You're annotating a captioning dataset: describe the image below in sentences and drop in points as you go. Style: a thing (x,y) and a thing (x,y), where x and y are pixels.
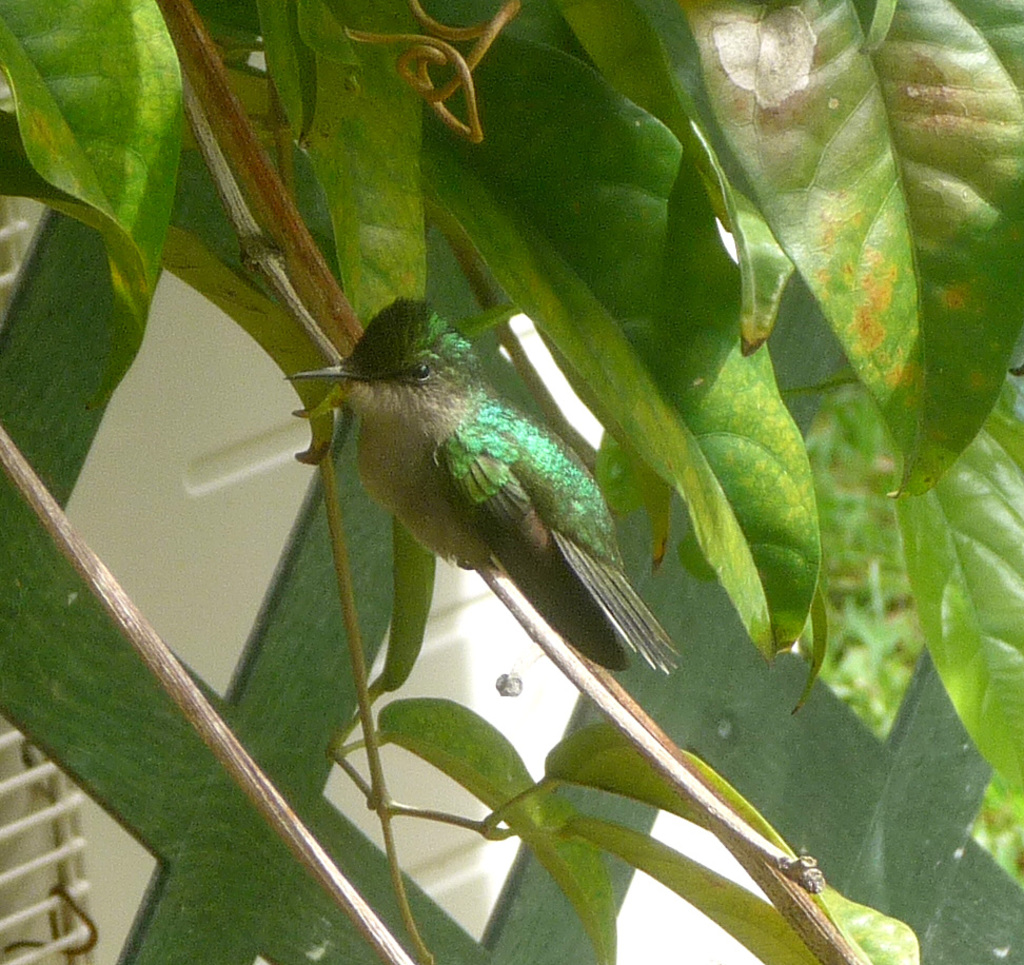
In this image we can see a bird (439,502) which is of green color is on the branch (499,575) of a tree (377,262), there are some leaves (610,412) and in the background of the image (143,511) there is house (52,906).
